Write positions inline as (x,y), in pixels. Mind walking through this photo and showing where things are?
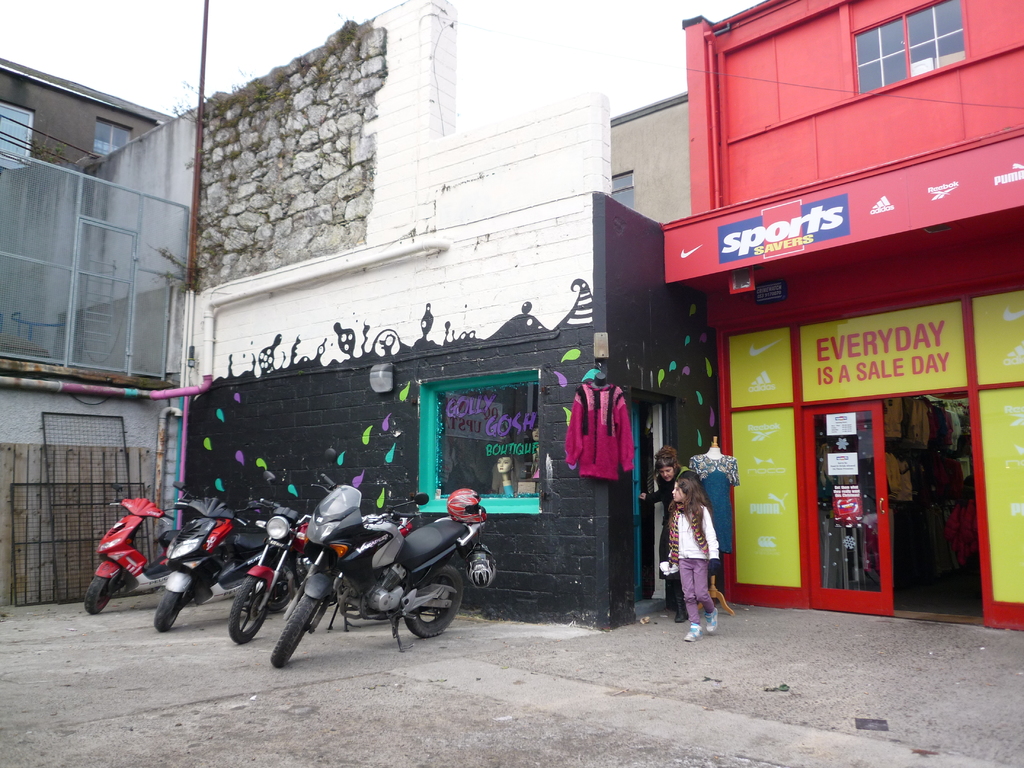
This picture is clicked outside. On the left (266,581) we can see the group of bikes (169,592) are parked on the ground (266,679) and there are some items (25,584) placed on the ground (715,646). In the center (682,486) we can see the two persons (700,551) walking on the ground (710,641) and there are some clothes (726,481) and we can see the buildings (565,150), metal rods (165,317), text (746,245) on the building (839,249) and the sky (610,23).
